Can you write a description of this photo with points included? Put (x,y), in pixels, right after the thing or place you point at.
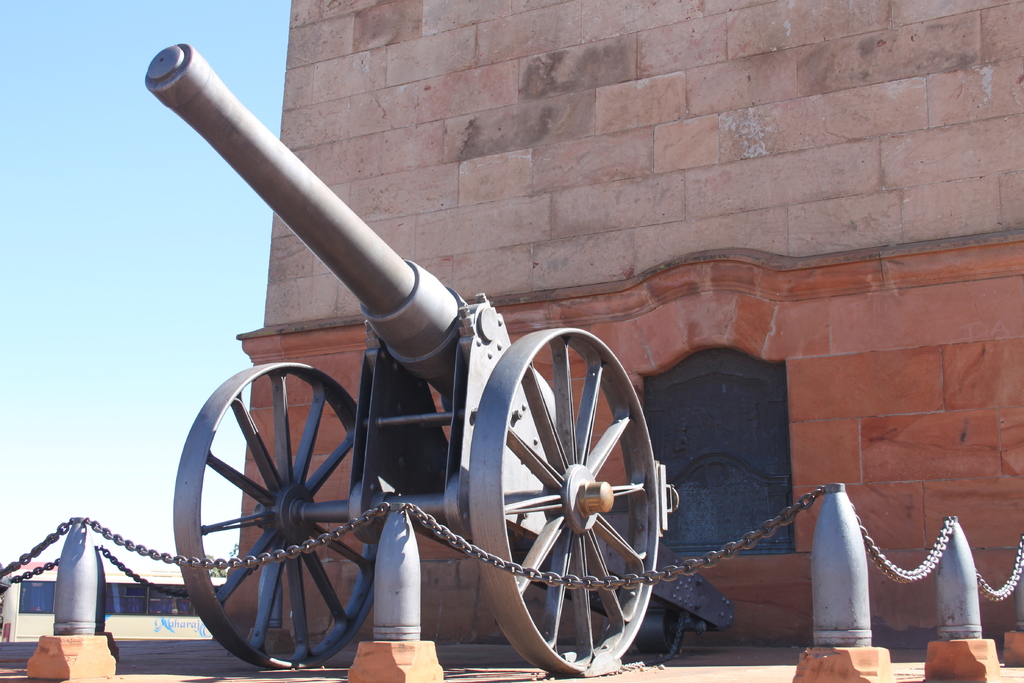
In this image I can see the cannon (185,571) and I can also see the building (552,115) in brown and cream color and the sky (61,151) is in blue and white color. In front (395,571) I can see the chain (108,554) and few poles (411,582).
